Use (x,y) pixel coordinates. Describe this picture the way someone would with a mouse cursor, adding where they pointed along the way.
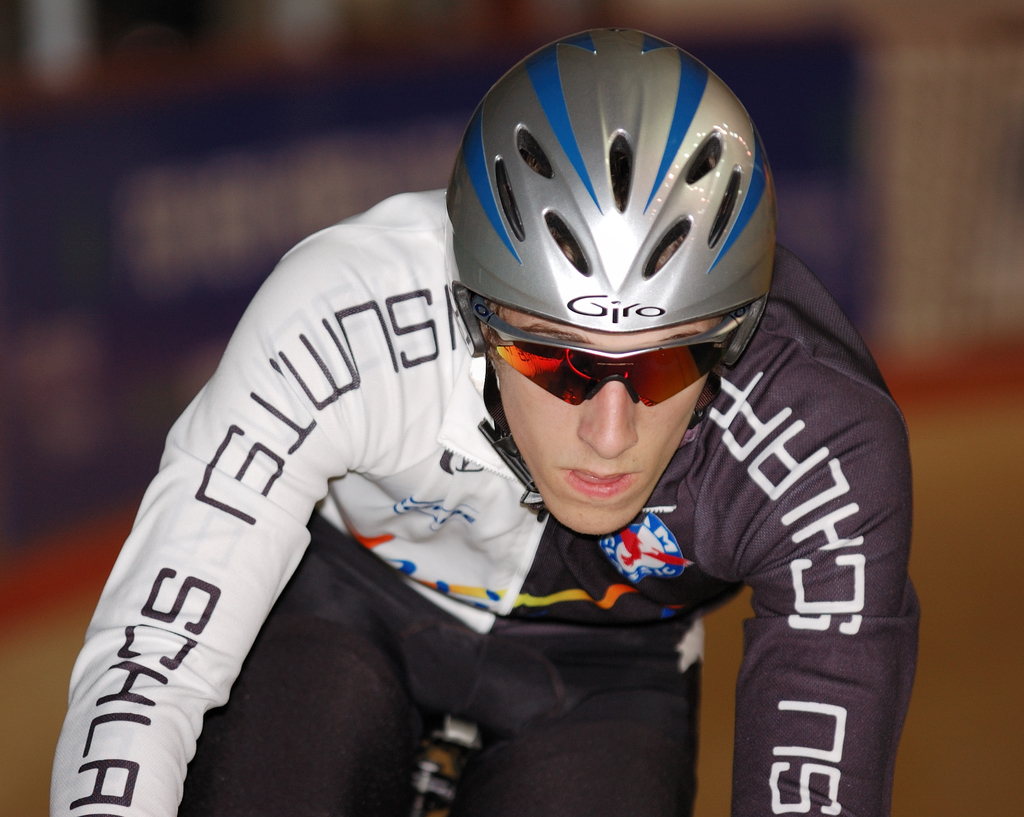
In this image we can see a person (468,561) wearing sports dress (417,477) which is in white and black color dress (420,444) also wearing helmet (530,270), goggles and riding bicycle (447,748).
